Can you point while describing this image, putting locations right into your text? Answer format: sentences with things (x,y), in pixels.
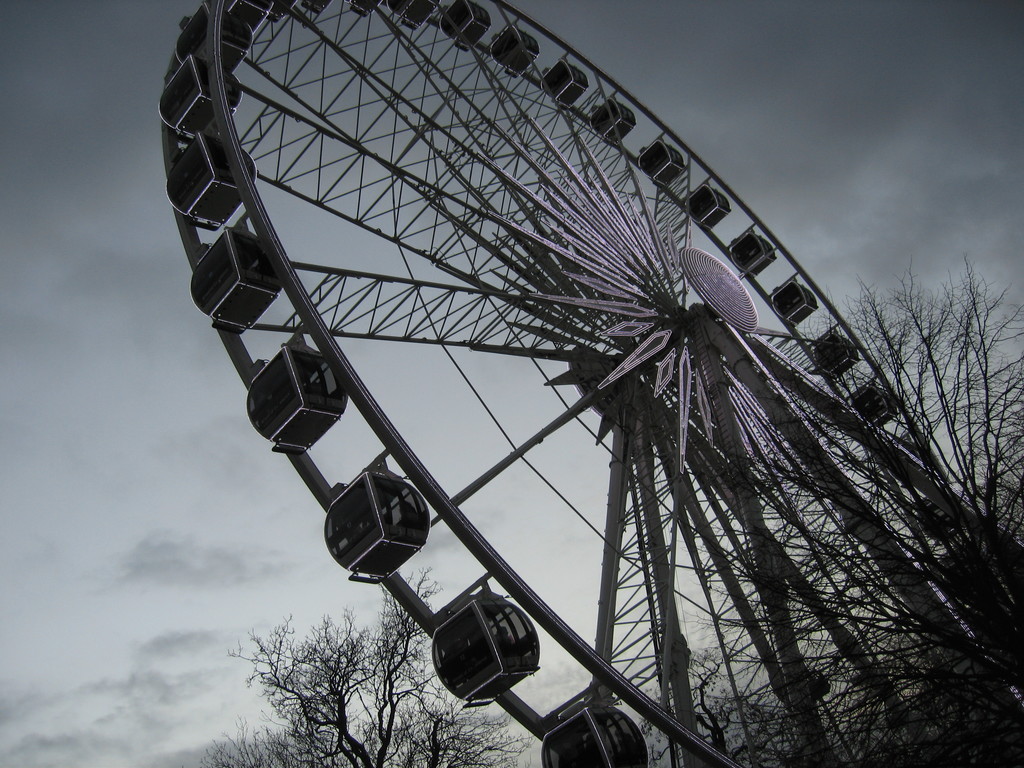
In this image I can see a giant wheel (507,597). Background (197,719) I can see dried trees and sky (413,395) in gray color.
